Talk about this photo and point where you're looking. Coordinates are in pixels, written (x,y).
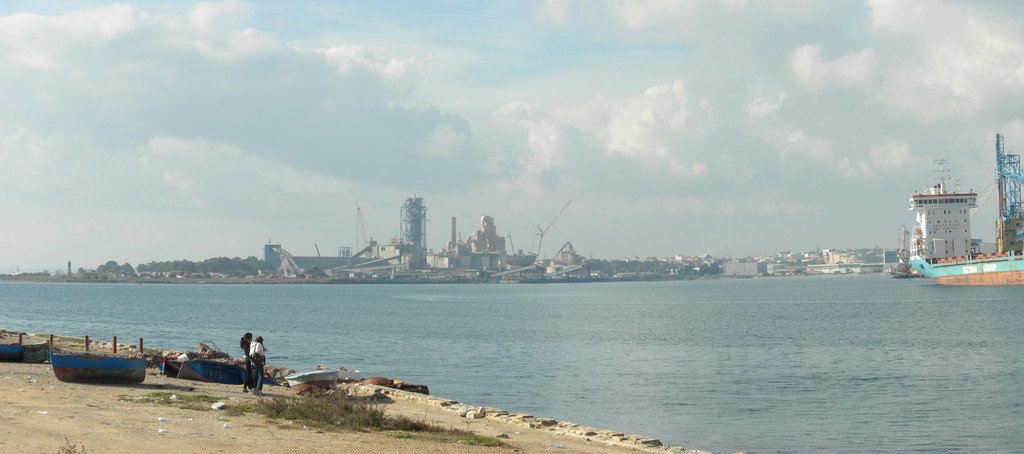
In the image there are two women (249,368) standing on the land (246,408) with boats (233,379) behind them on the left side (219,379) and on right side (795,339) there is a lake (574,301) with many factories (535,263) behind it on the land (656,279) and a ship (936,271) on the right side (975,271) and above its sky (671,108) with clouds (633,103).
